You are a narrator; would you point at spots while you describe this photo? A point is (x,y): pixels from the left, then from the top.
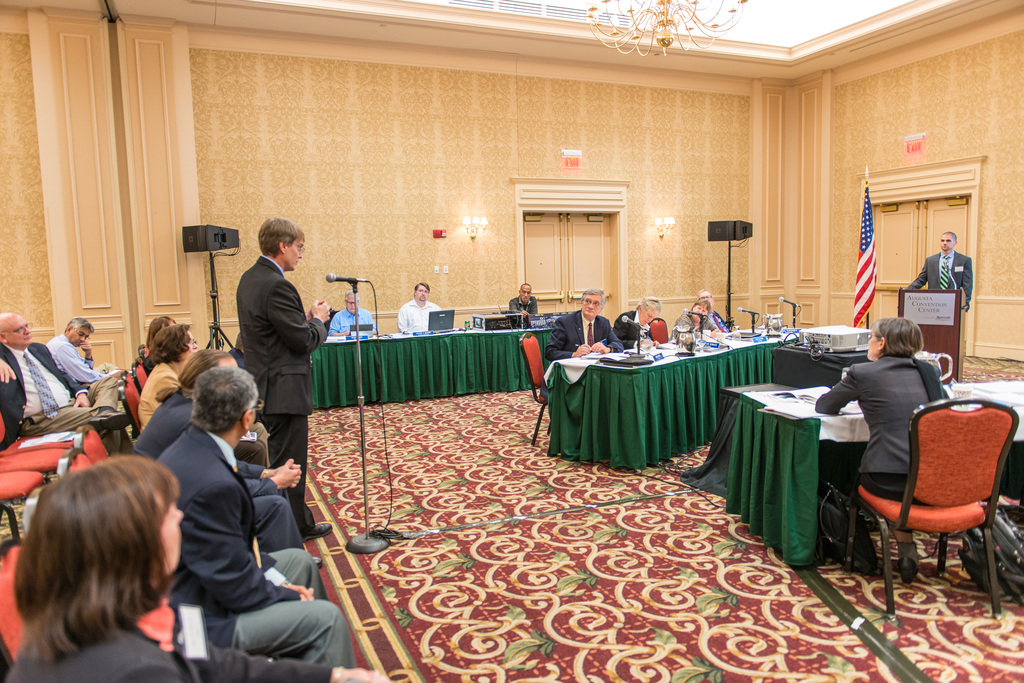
A person (274,325) in black coat (274,325) is standing in front of a mic (352,281) and mic stand (363,433). There are many persons (35,538) sitting on the chairs (88,450). There are many tables (667,385). On this table (482,387) there are green cloth (660,380). There are speakers (738,225) in this room (720,234). There is a flag (864,272) with white blue and red color. In the background (817,204) there are walls (619,174). a door (571,226) is the background (598,236). A chandelier (659,38) is on the ceiling (665,62).
